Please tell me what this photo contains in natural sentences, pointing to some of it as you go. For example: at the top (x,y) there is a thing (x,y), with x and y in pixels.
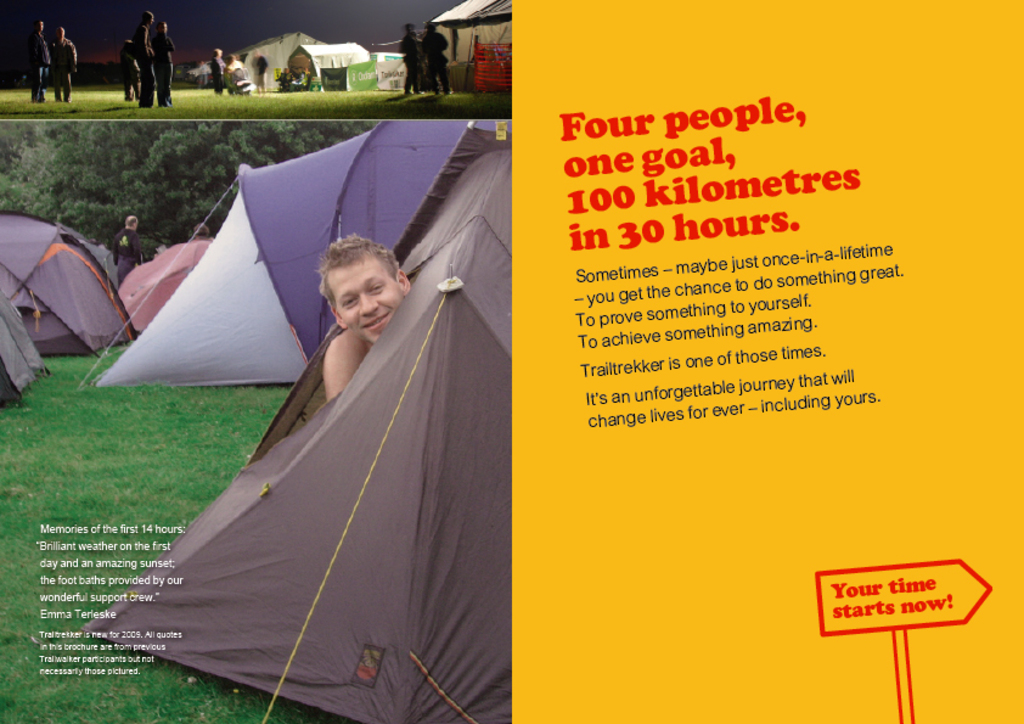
On the right side of the image (856,77) there is a poster (764,51). In the bottom left side of the image (288,565) there are some tents (14,256) and few people (372,257) are standing. In the left corner of the image (120,436) there is grass (105,417). Behind the tents (267,204) there are some trees (24,133). In the top left side of the image (160,96) few people (146,53) are standing. Behind them there are some tents (320,57).
